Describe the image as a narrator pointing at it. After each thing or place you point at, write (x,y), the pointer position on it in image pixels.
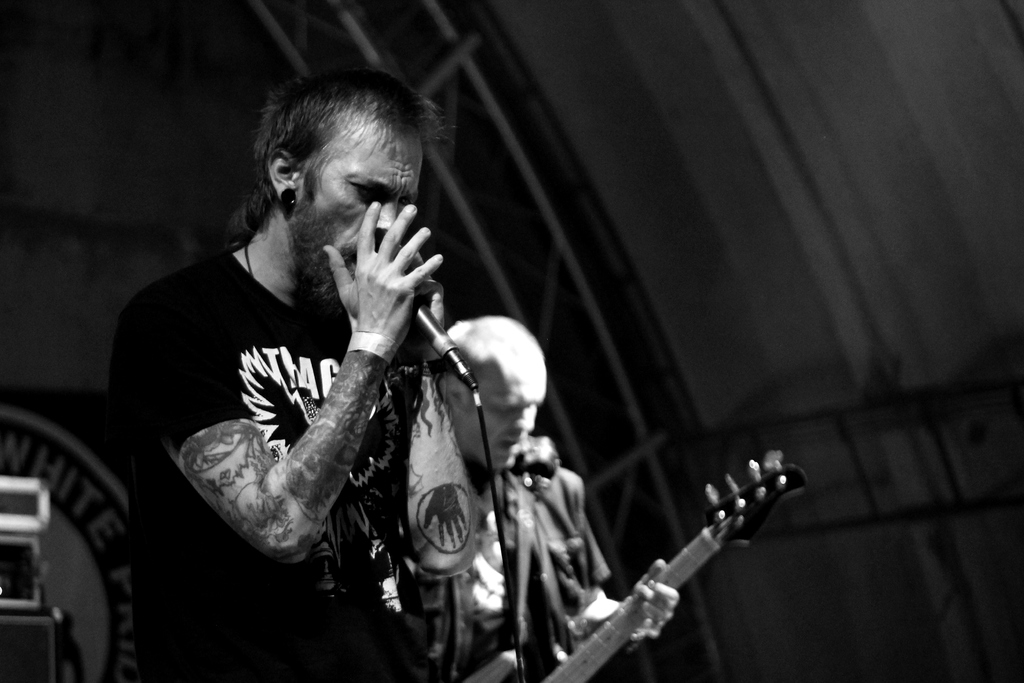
This picture shows a man (254,348) singing in front of a mic (425,330). In the background (535,385), there is another guy (560,541) playing guitar (623,613) in his hands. In the background (102,196) there is a wall (82,225) here.
